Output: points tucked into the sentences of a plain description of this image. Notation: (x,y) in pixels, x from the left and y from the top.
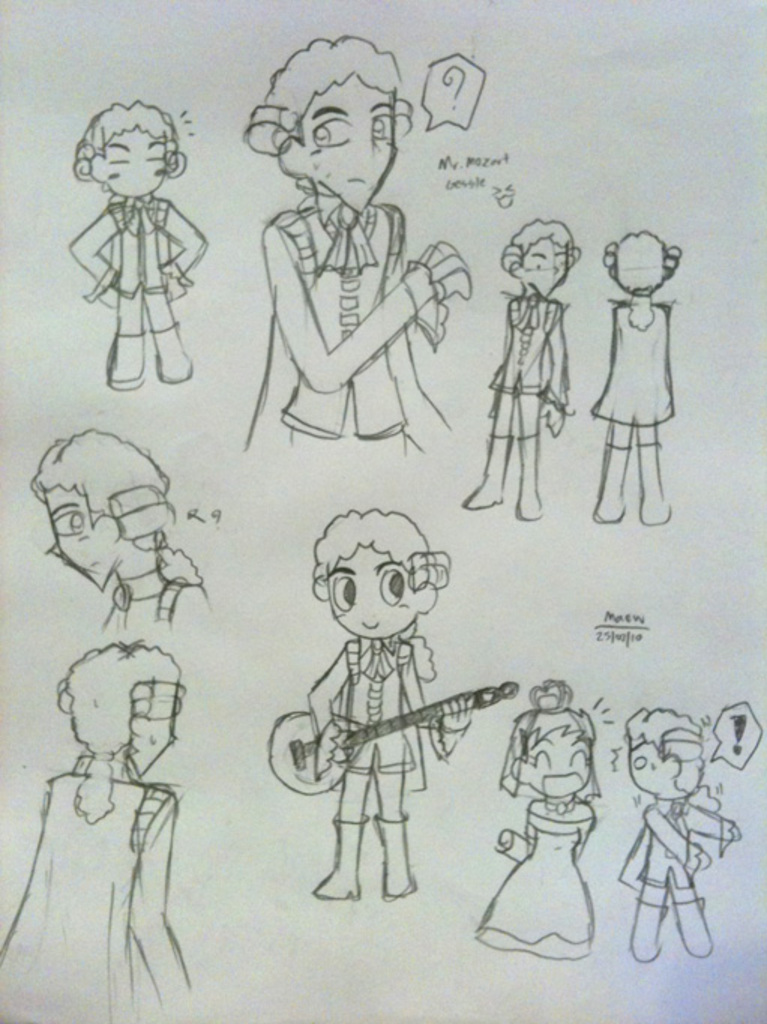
In this image there is drawing (397,632) of persons (579,797), there is a person (359,703) holding a musical instrument (425,719), there is text (639,628), there are numbers (599,636), the background of the image (562,641) is white in color.
